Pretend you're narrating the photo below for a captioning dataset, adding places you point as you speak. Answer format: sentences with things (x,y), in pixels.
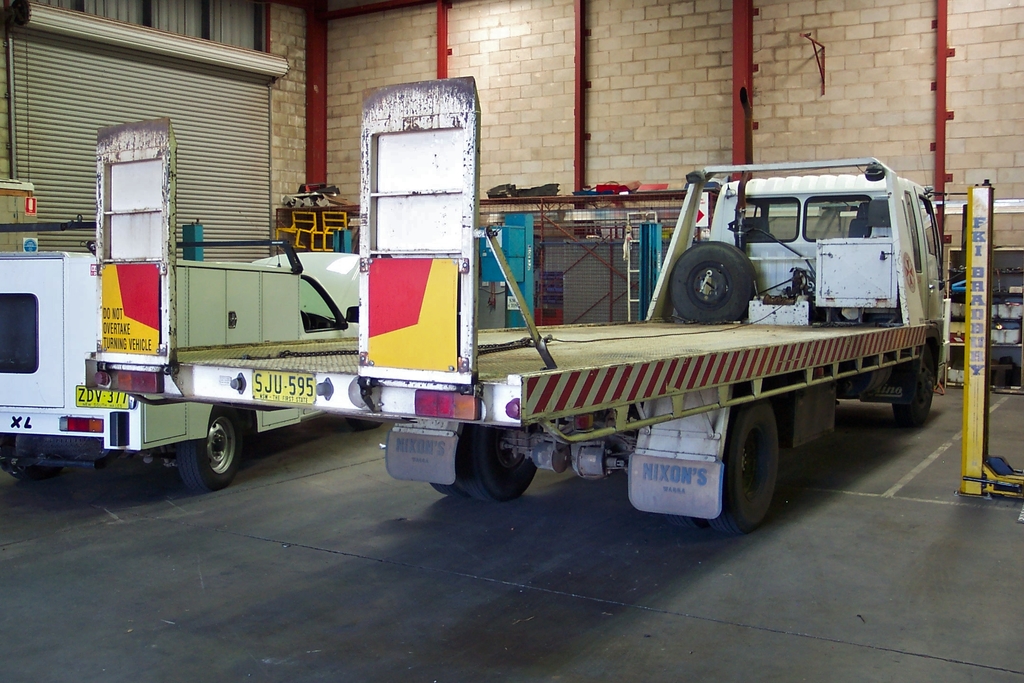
In this image, we can see vehicles (518,458) on the floor (927,504) and in the background (652,216), there are rods (984,282), a rack (998,296), a mesh (599,209) and some other objects (973,274) and we can see shutters (182,53) and a wall (510,31).
